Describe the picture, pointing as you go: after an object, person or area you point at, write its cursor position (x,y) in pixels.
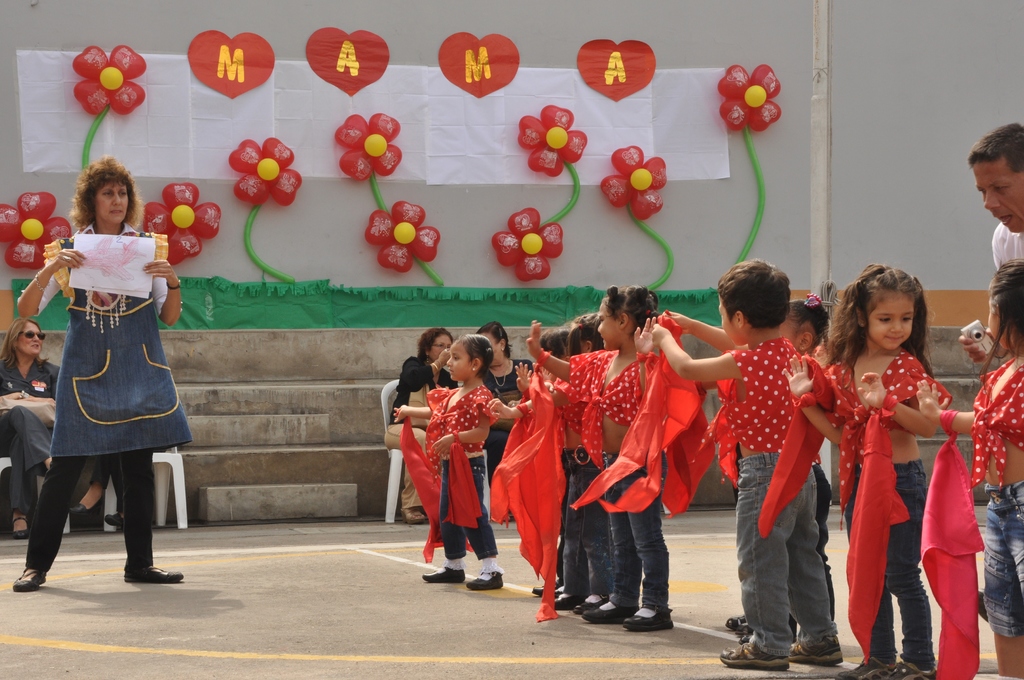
In this image we can see a group of persons (559,442). Behind the persons (559,442) we can see persons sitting on chairs (388,491). In the background (339,430), we can see the stairs (334,376) and a wall (502,286). On the wall (359,259) we can see the balloons (621,199) and decorative items (239,64). On the right side (1009,165), we can see a person (1009,179) holding a camera (976,333). On the left side (109,428), we can see a person (88,331) holding a paper (101,248).
